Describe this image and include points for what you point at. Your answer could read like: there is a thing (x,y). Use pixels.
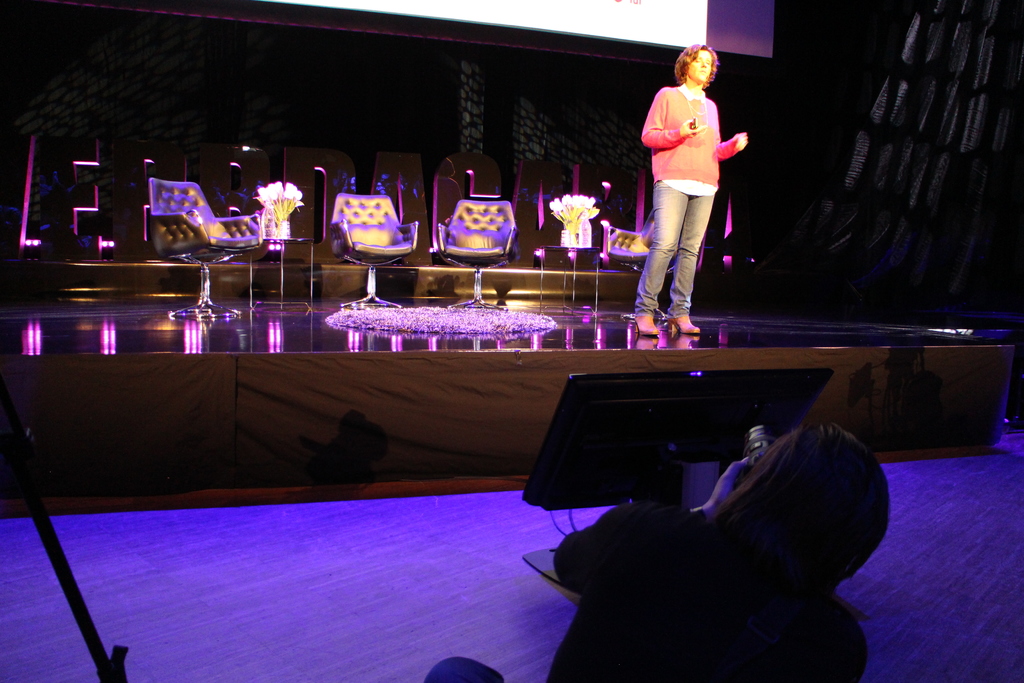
In this picture we can see woman (719,153) standing on the stage (515,340), behind we can see some chairs (463,225) are arranged with some potted plants (581,233), down one person (713,564) is sitting and taking picture.
